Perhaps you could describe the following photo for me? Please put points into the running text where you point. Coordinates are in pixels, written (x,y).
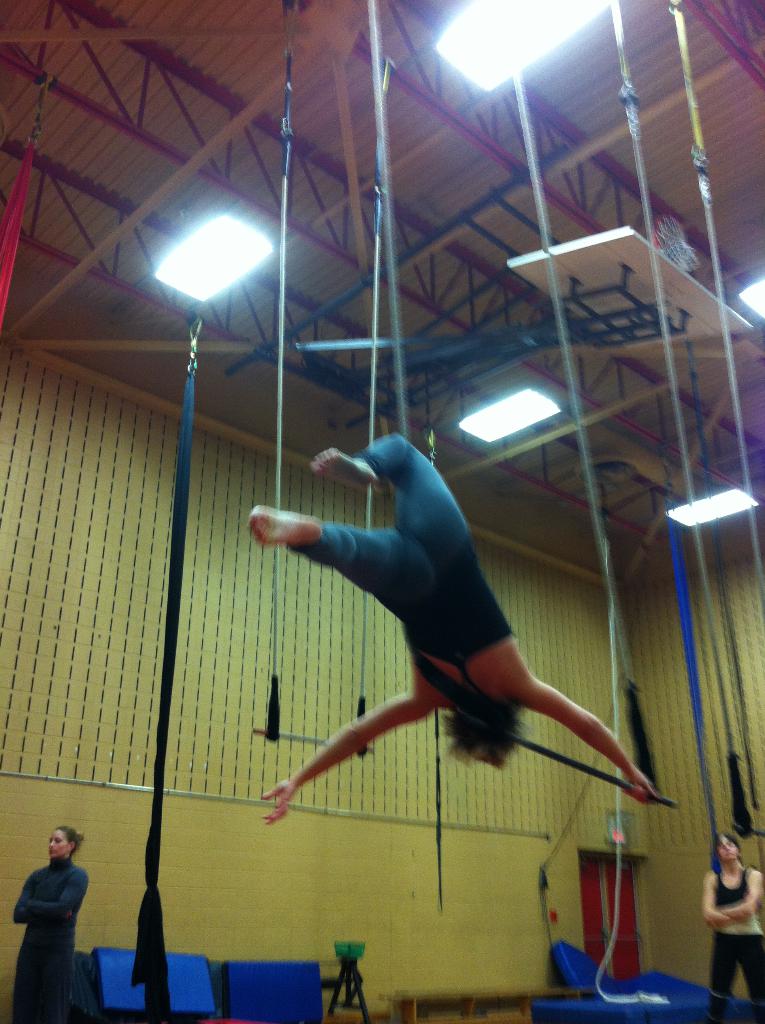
In this image there are two ladies (67,950) standing on a floor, in the background (227,453) there is a wall (738,605), at the top (234,250) there is a lady (352,477) performing gymnastics with ropes (372,439) and there are lights (529,403).
